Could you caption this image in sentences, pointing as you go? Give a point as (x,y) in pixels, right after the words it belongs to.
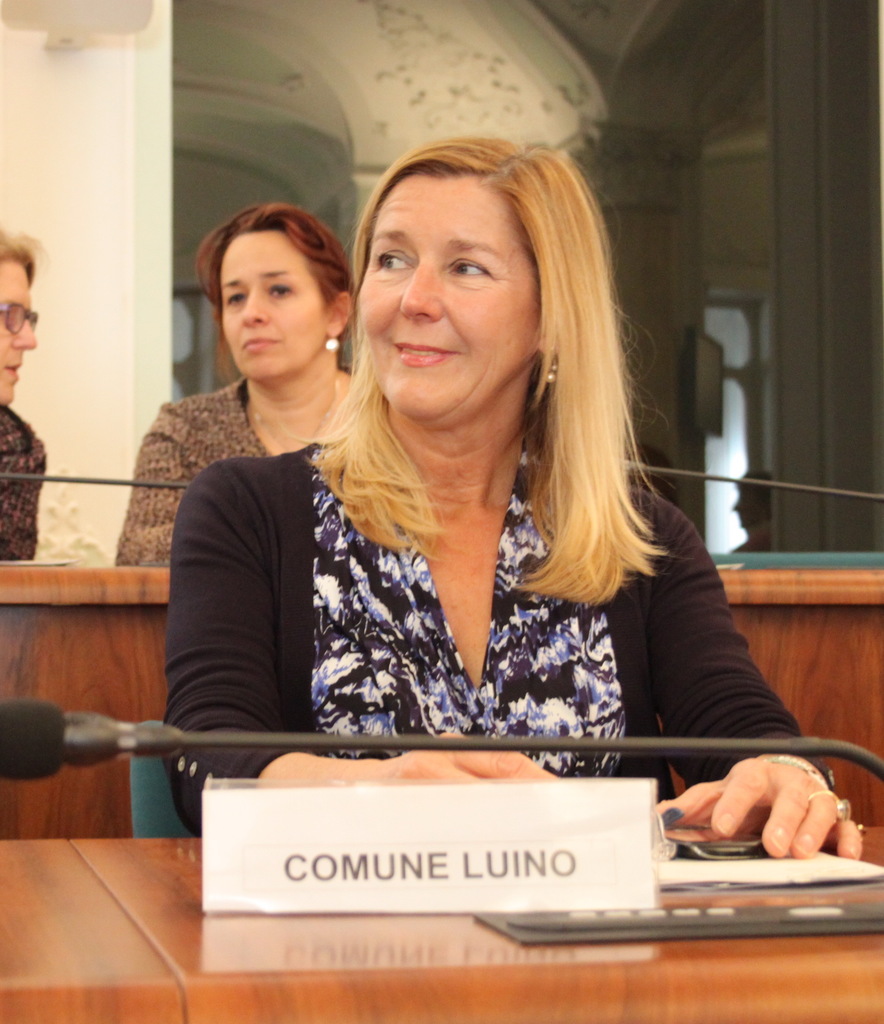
In the center of the image (578,408) we can see a lady (571,406) is sitting on a chair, in-front of her we can see a table (373,915). On the table (361,921) we can see a board (554,859), book (772,867), mobile (705,830), mic (65,754) with stand (427,743) and object (634,931). In the middle of the image (310,386) we can see two people (3,400) are sitting on the chairs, in-front of them we can see a table (869,633). On the table (49,591) we can see the papers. In the background of the image (846,159) we can see the wall (645,297), window (744,320), some people (771,524). At the top of the image (276,10) we can see the roof (363,54).
